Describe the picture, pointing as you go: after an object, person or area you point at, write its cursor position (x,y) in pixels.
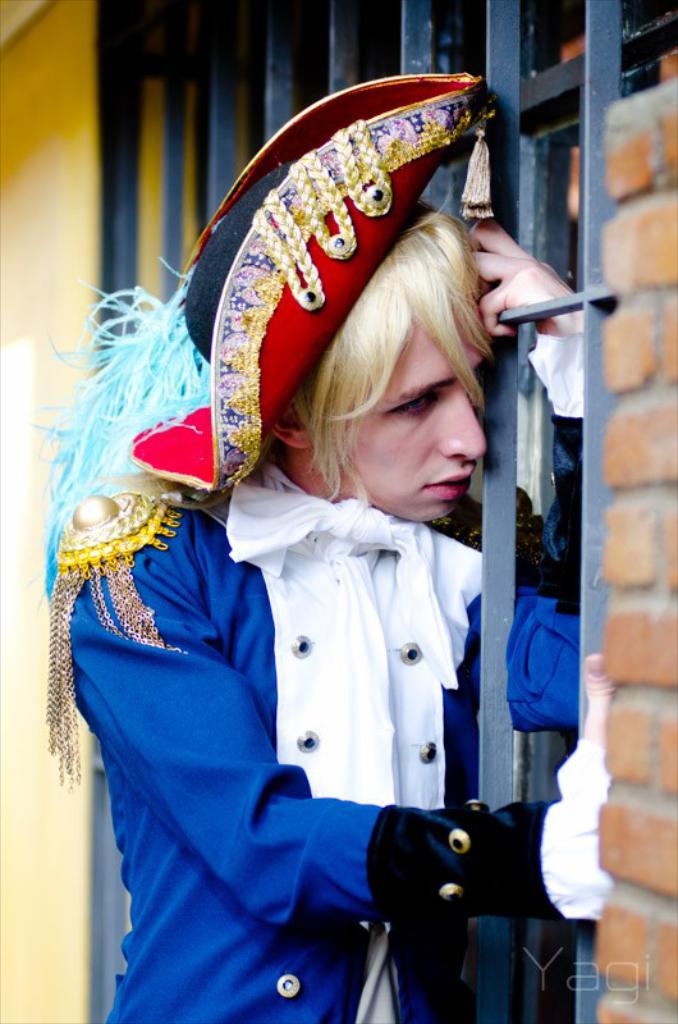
In this picture we can see a person (185,559) in the fancy dress (195,628). Behind the person (237,605) there are iron grills (113,315) and a wall (152,226).
